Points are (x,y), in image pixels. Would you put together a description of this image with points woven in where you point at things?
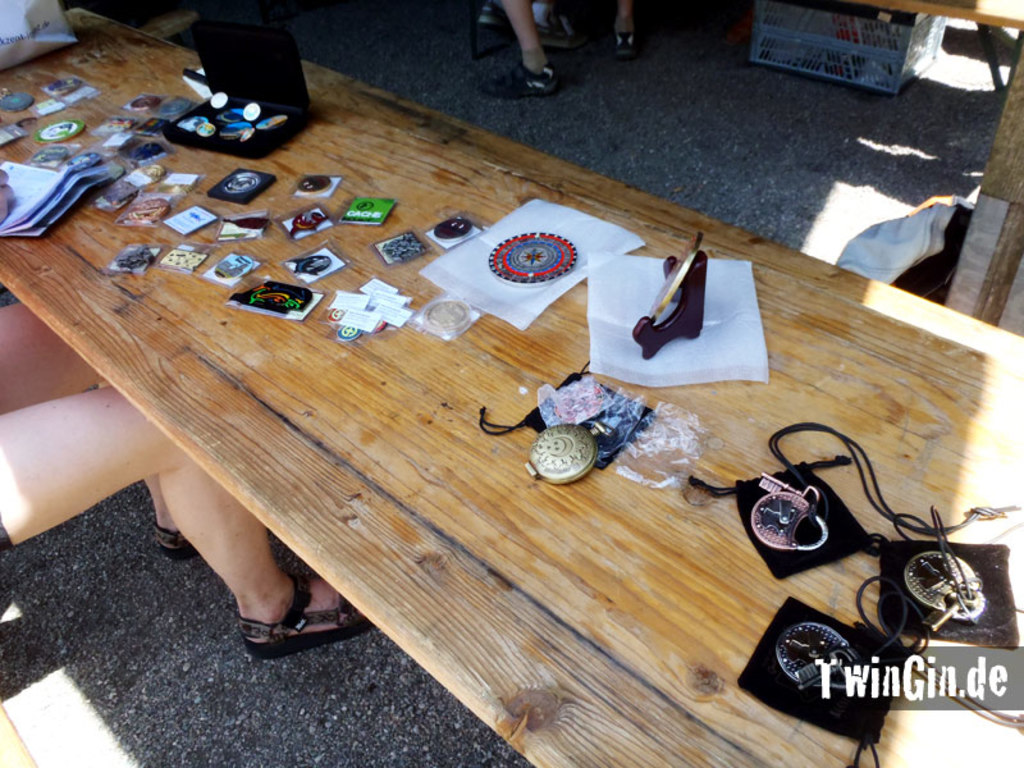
In the picture we can see a wooden desk (544,594) on it we can see some things (979,594) are placed and beside the desk (856,317) we can see a woman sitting and behind the table (43,258) we can see a person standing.
